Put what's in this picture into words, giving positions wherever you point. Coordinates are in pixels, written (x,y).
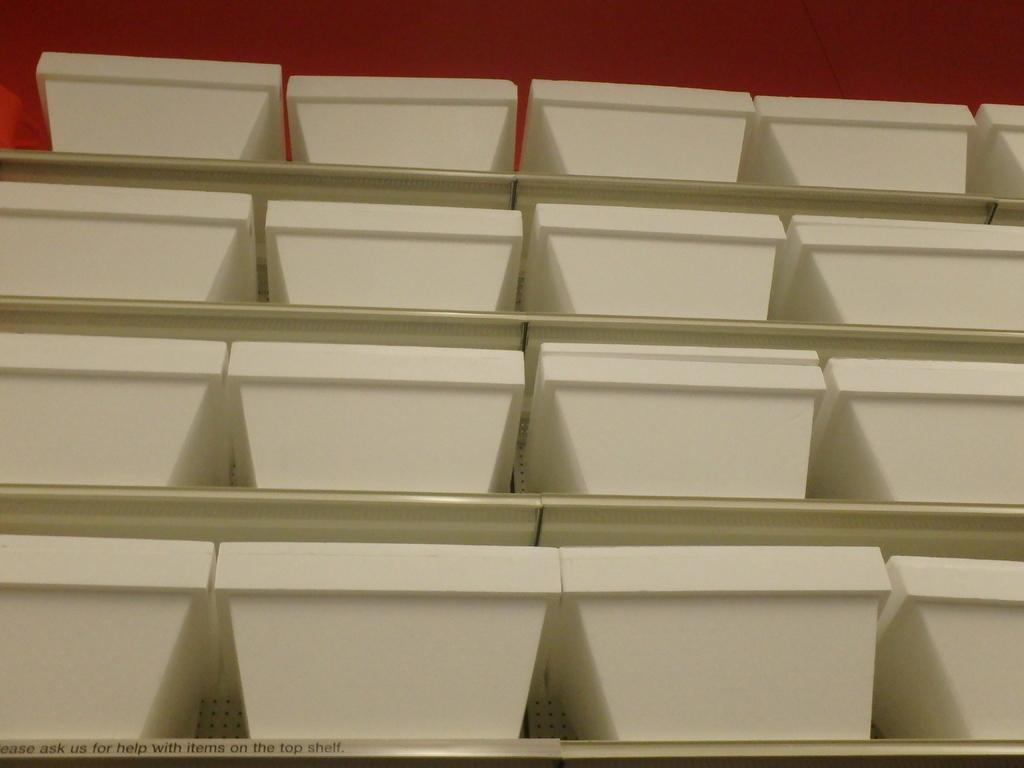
In the image there are many containers (456,383) kept in the shelves (157,519), the containers (1,245) are of white color.
